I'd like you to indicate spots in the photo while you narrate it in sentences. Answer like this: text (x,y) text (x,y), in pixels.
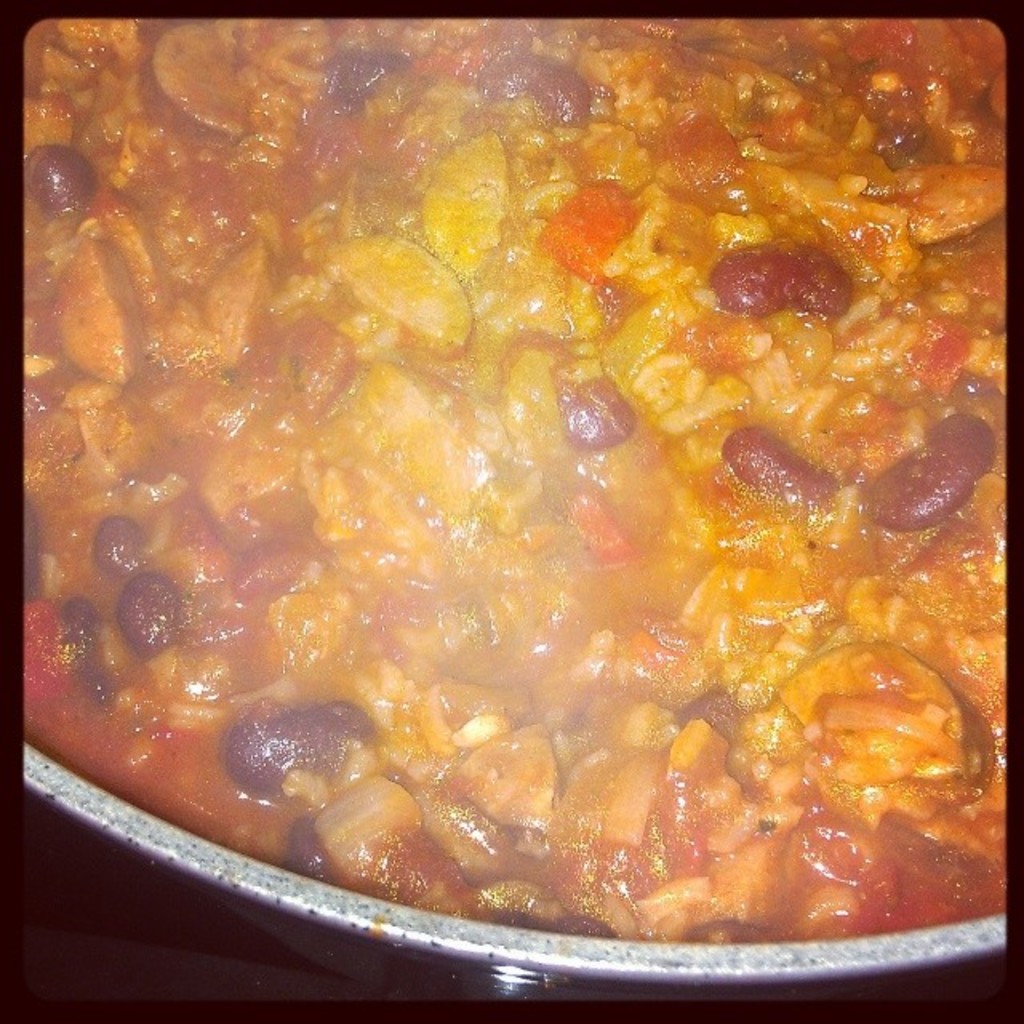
This is a zoomed picture seems to be an edited image with the black borders (126,1014). In the center (610,465) there is a pot (867,966) containing some food item (436,414).
